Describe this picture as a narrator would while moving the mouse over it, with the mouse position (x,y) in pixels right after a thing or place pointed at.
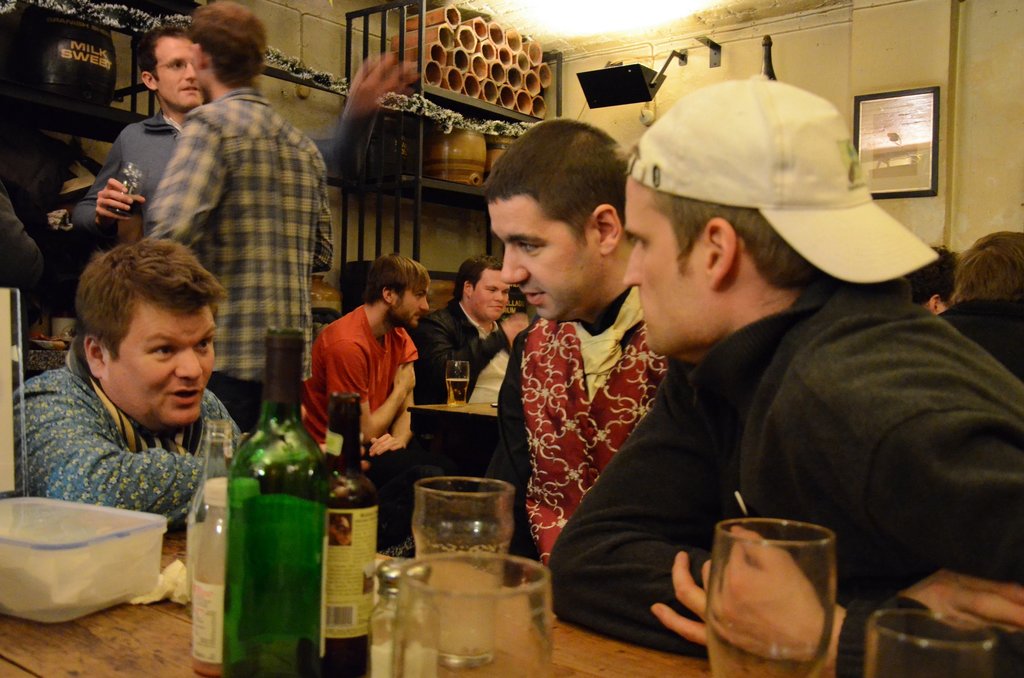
In this picture there are group of people (501,345) who are sitting on the chair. There are two men (220,156) who are standing. There are bottles (257,538) and glasses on the table (148,622). There is a rack (548,49) and few objects (450,69) in the rack (413,185). There is a frame (882,142) on the wall (909,198).
